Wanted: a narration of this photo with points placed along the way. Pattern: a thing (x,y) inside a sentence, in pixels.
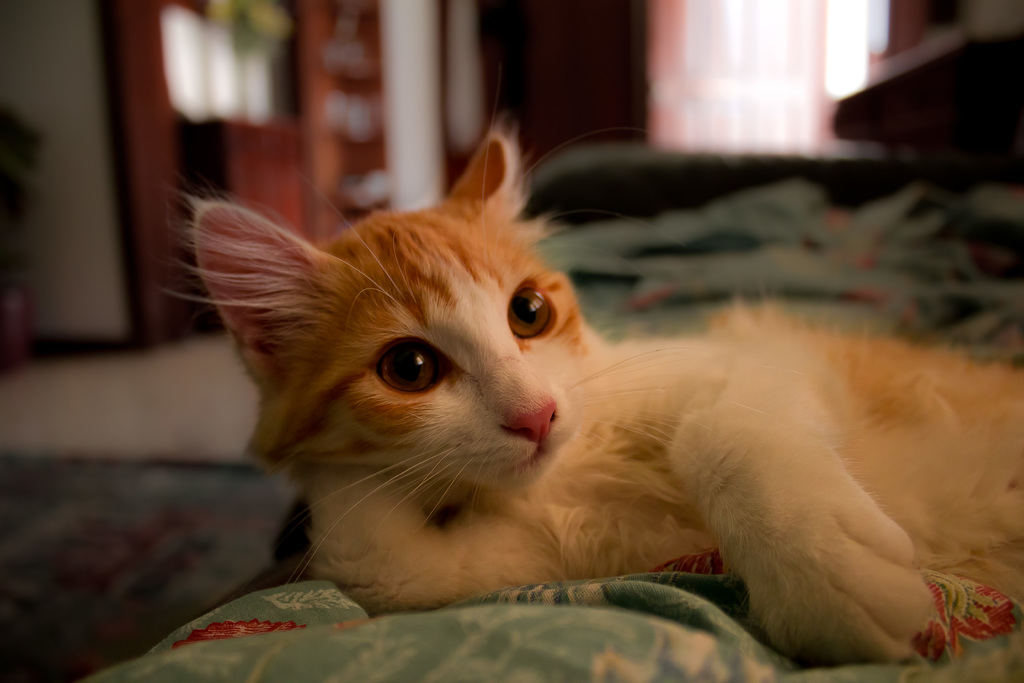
In this picture there is a cat (843,418) which is in brown and white color is lay down on the bed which has a green color bed sheet (725,668) on it and there are some other objects (604,81) in the background (427,97).
